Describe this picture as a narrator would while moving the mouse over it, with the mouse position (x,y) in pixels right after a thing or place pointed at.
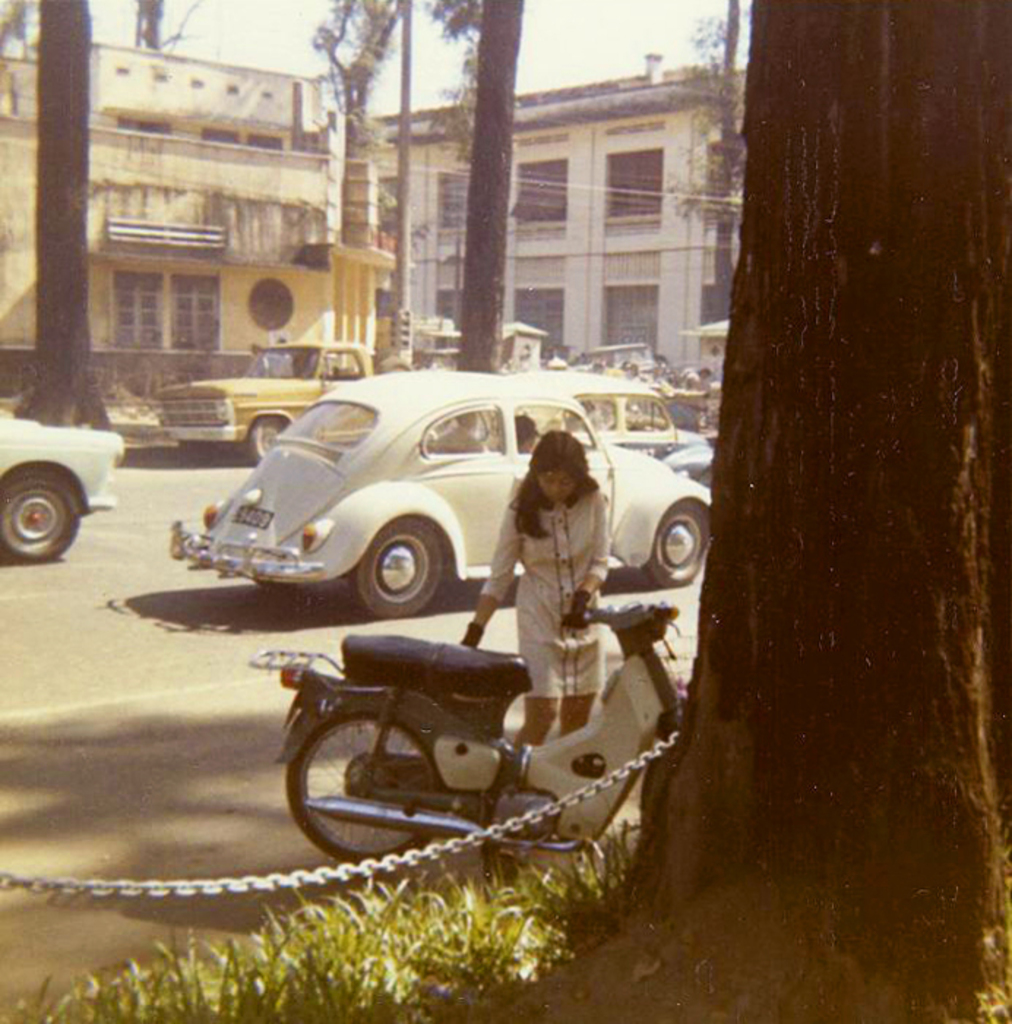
In this image we can see a few people (486,590), vehicles (494,842) on the road (29,851), we can see the houses (669,134), windows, trees (751,205), grass (451,975), metal chain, at the top (586,63) we can see the sky (390,47).
